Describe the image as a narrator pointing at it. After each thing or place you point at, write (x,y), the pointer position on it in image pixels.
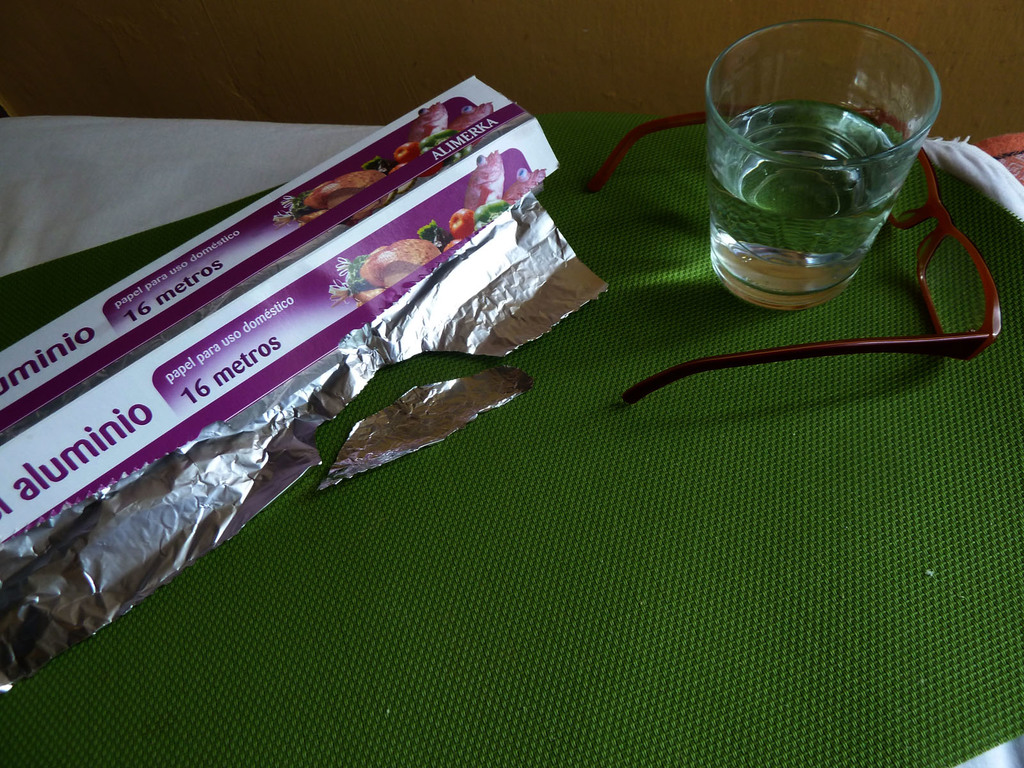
In this image we can see the foil (423,301), a glass (710,217) of water (751,185) and also the text (121,427) on the box (390,246) and we can also see the glasses (926,301) on the green color mat (620,552) which is on the white color cloth (1017,185).
